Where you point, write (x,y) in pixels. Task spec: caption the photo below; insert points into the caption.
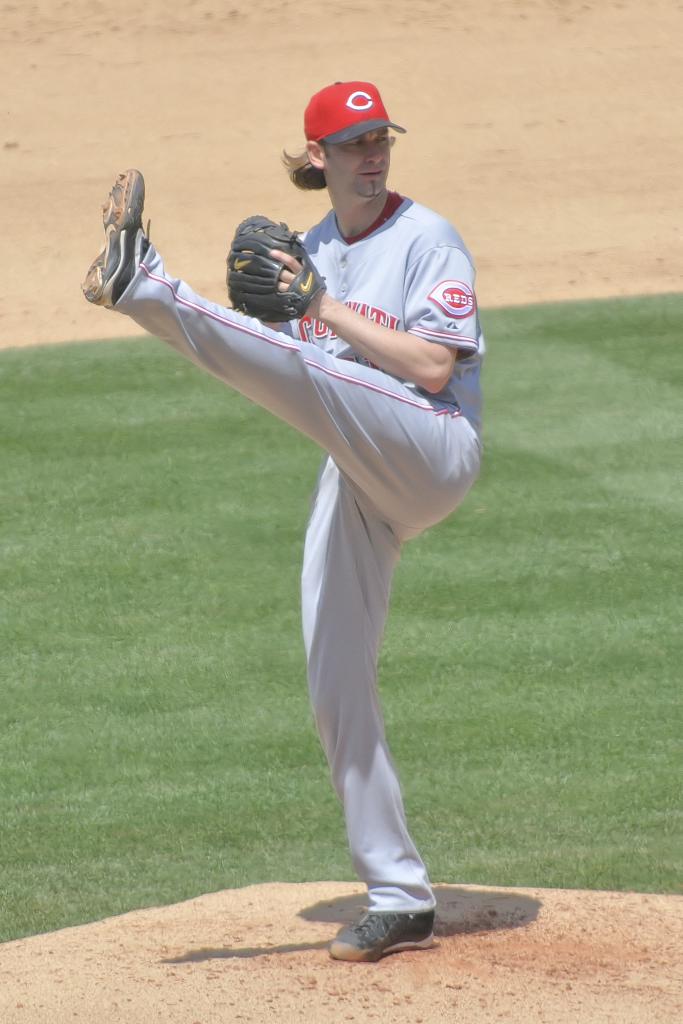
In the picture we can see a man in a sports wear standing on one leg (345,528) and behind him we can see a part of the grass surface (484,579) and behind it we can see a part of the muddy surface (545,58).
